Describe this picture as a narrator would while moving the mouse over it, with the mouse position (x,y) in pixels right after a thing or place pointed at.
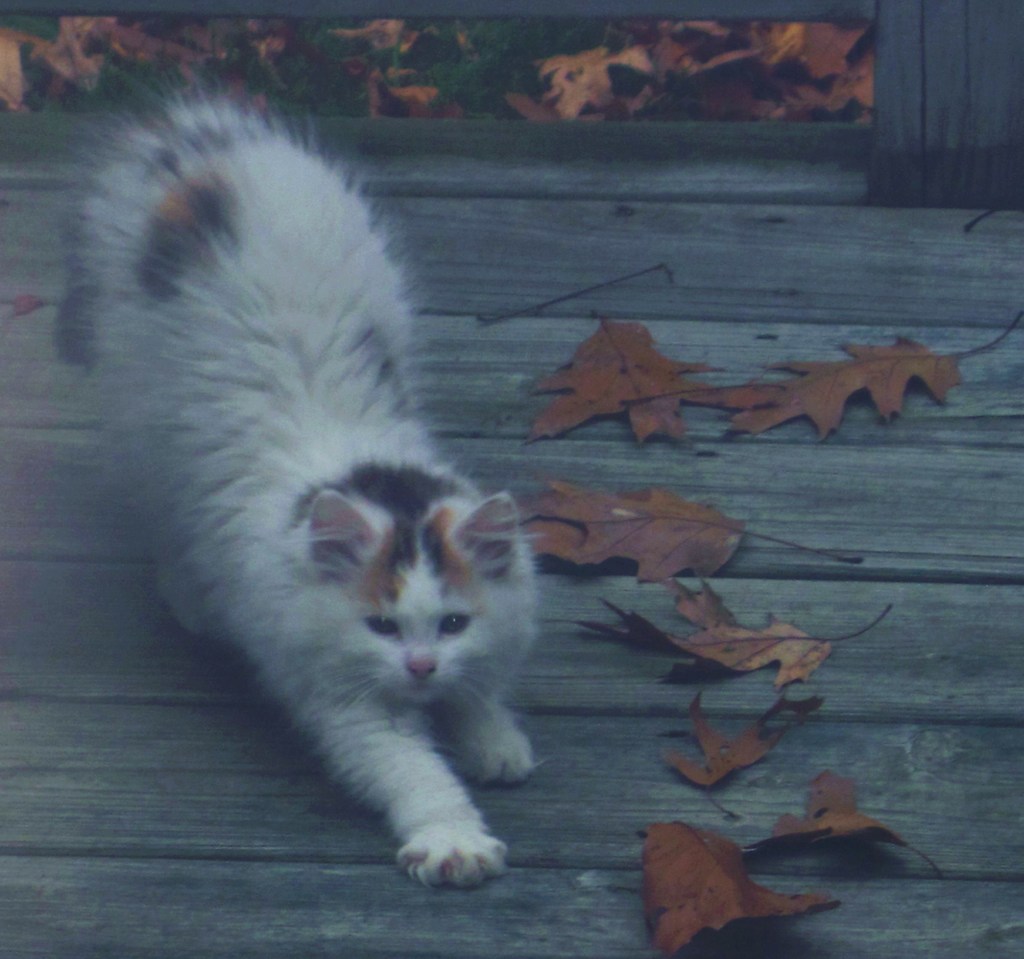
In this picture there is a cat (375,247) on the left side of the image (266,189) and there are leaves (148,34) in the image.
